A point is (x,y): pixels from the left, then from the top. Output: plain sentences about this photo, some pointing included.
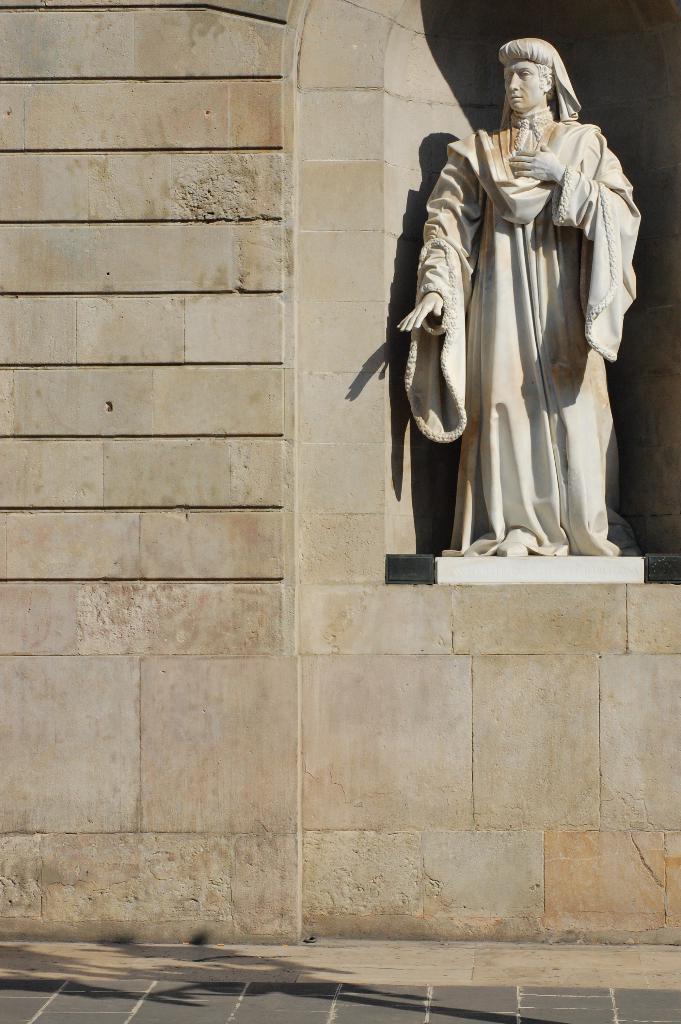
There is a white color statue (535,400) on the wall (418,11) of a building (367,236). Beside this building (322,858), there is a shadow (481,1009) of an object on the footpath (301,959).
